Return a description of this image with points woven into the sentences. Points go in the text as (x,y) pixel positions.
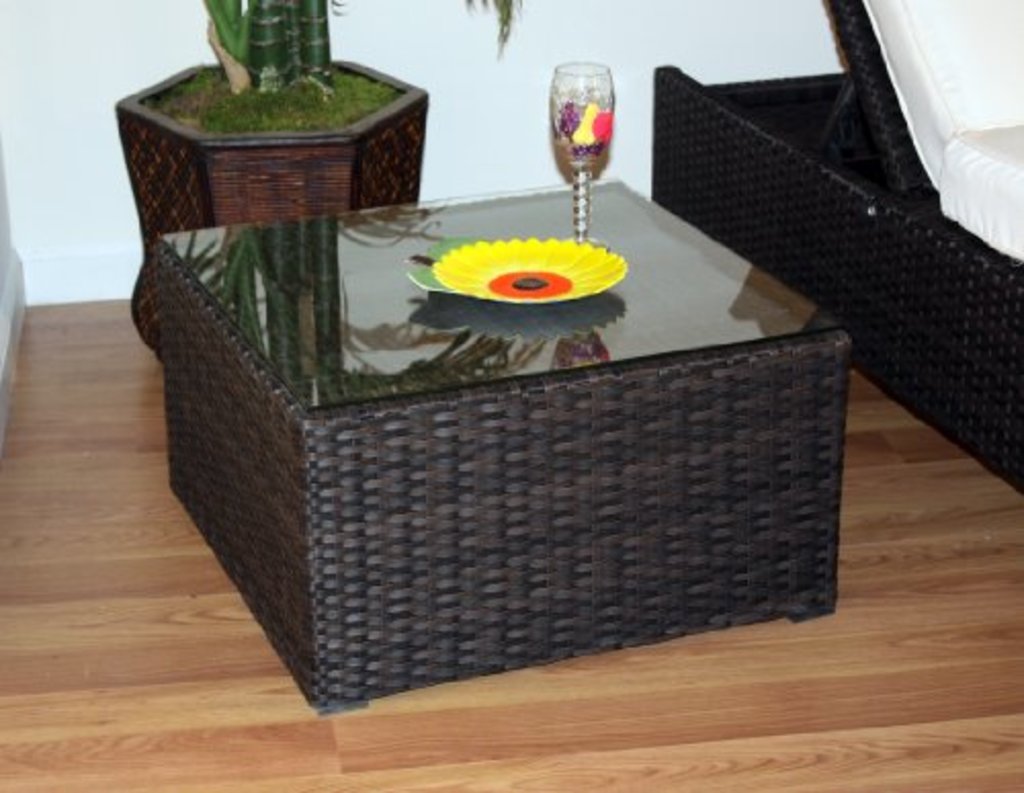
In this picture we can see plate (554,286) and glass (584,125) on the table (717,252), sofa (855,208), house plant (290,170) and floor (237,634). In the background of the image (595,34) we can see wall (581,41).
